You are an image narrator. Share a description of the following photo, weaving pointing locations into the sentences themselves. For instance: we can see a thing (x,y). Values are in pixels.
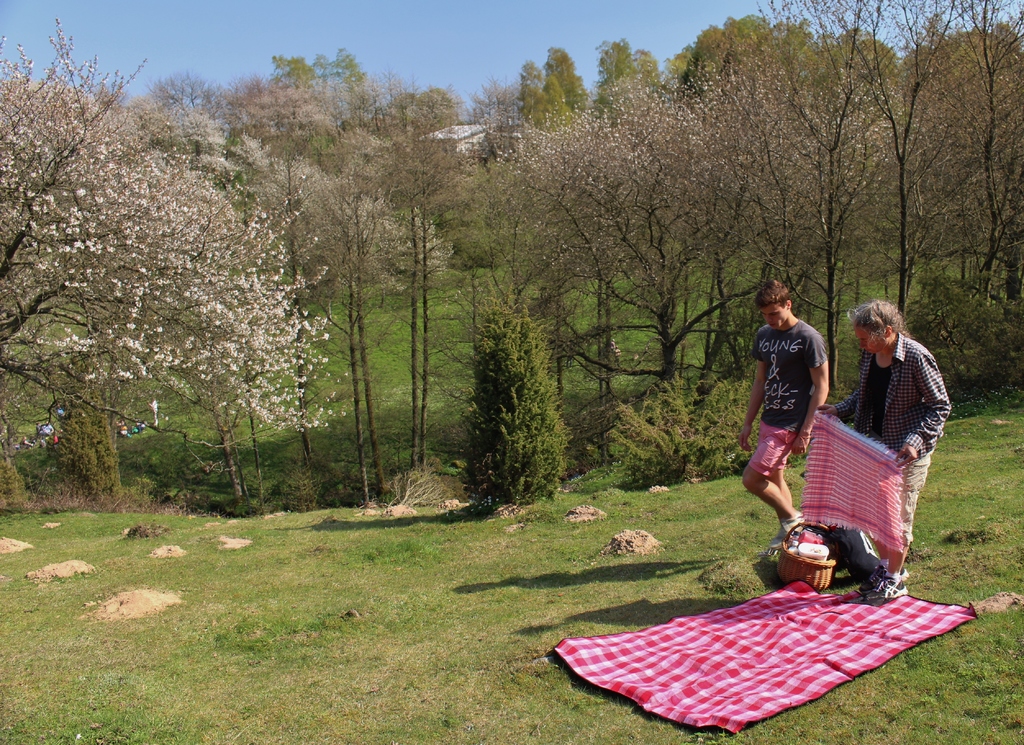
In this image we can see a man (784,452) and woman (895,450) holding towel (839,483) in her hands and there is a blanket (781,681) on ground (803,706) which is of pink color, we can see a basket (816,567) in which there are some items (792,544) and in the background of the image (349,265) there are some trees (370,306), we can see a house (451,145), clear sky (319,44).
